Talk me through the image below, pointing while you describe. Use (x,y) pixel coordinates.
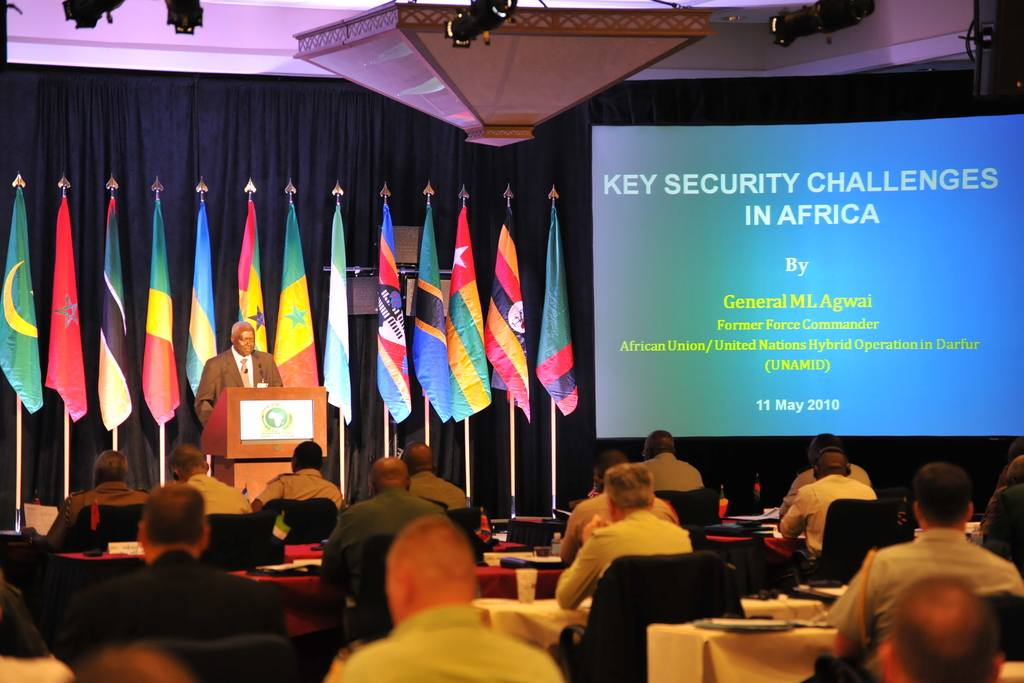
In this picture we can see a group of people (338,657) sitting on chairs (476,523) and a man (269,376) standing at the podium (249,414) and in the background (212,298) we can see flags (391,296), screen (690,270), curtains (579,237).
